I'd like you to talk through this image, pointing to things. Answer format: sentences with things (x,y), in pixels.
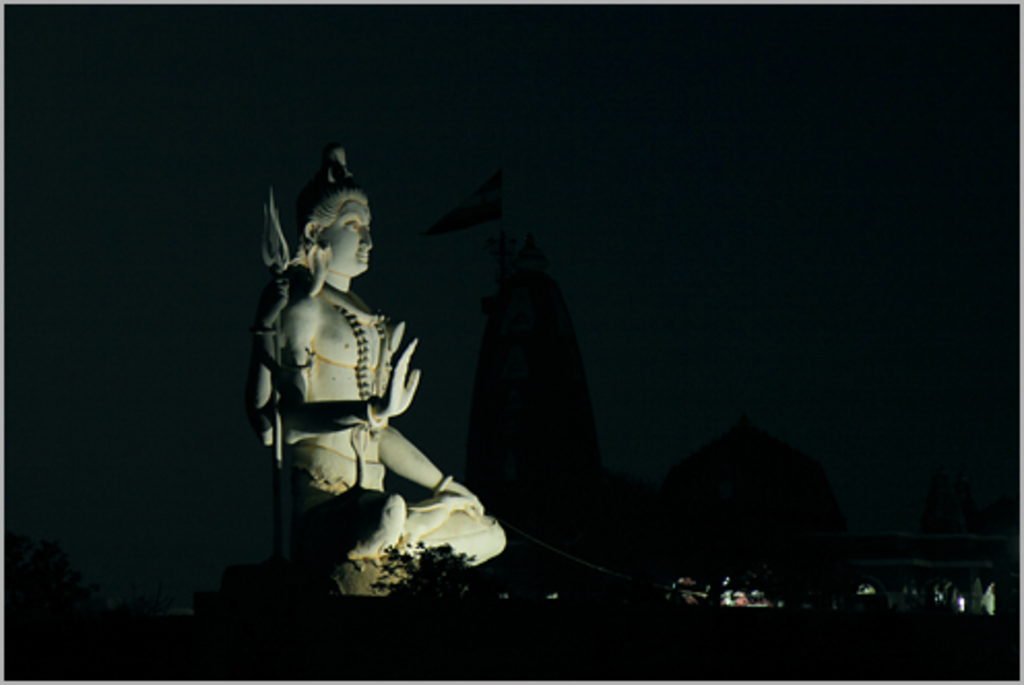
In this image I can see the statue (290,513) and few lights (674,586) and I can see the dark background (778,39).
